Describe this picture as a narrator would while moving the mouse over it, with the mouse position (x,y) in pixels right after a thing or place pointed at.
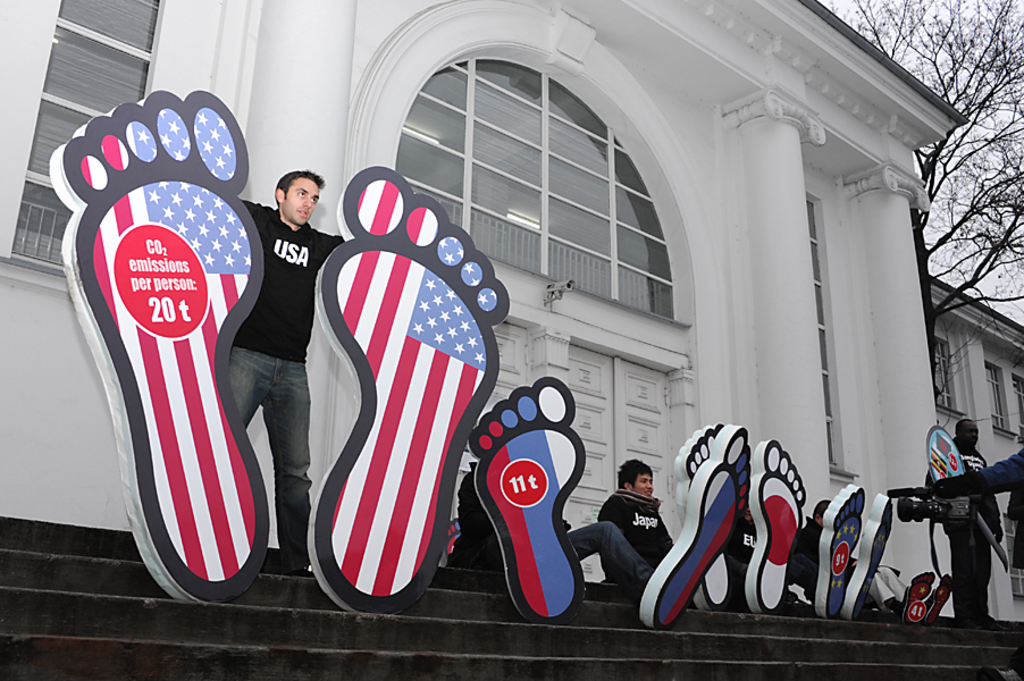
In this image there are two persons (270,427) standing and holding the boards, four persons (661,522) sitting and holding the boards (850,533), a person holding a camera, and in the background (803,43) there is a building (810,358), tree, sky (984,8).
